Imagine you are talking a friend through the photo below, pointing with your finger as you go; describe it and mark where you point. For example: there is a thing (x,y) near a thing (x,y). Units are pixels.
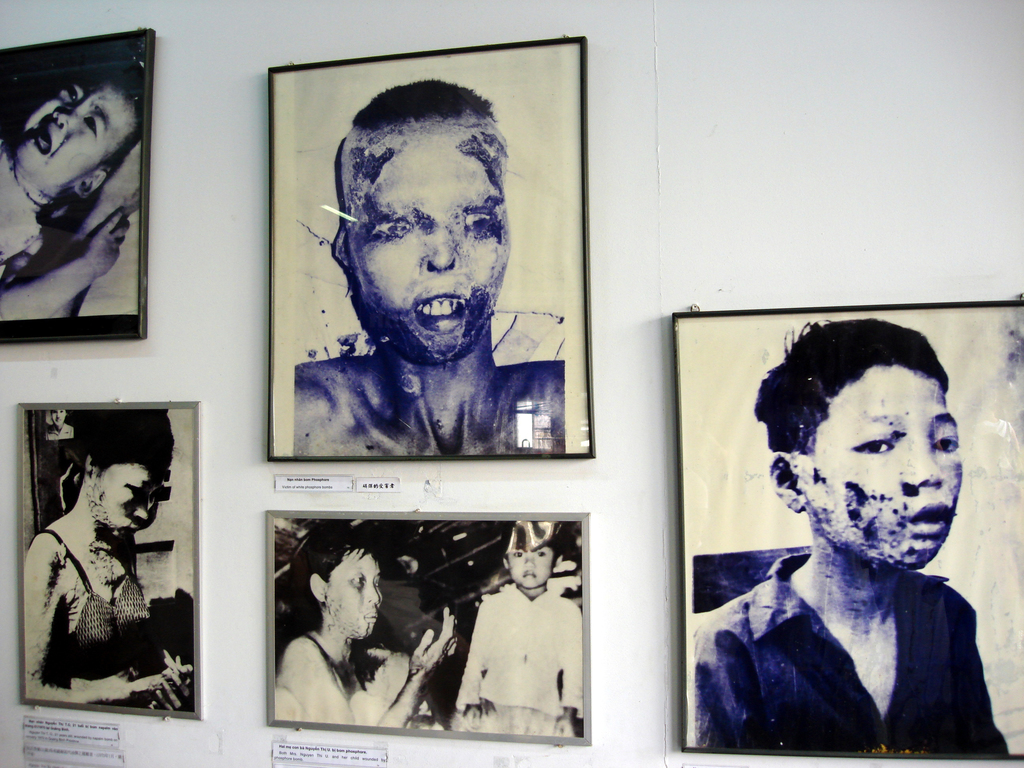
In this image there are so many photo frames (370,557) of people (395,327) on the wall (971,279).
